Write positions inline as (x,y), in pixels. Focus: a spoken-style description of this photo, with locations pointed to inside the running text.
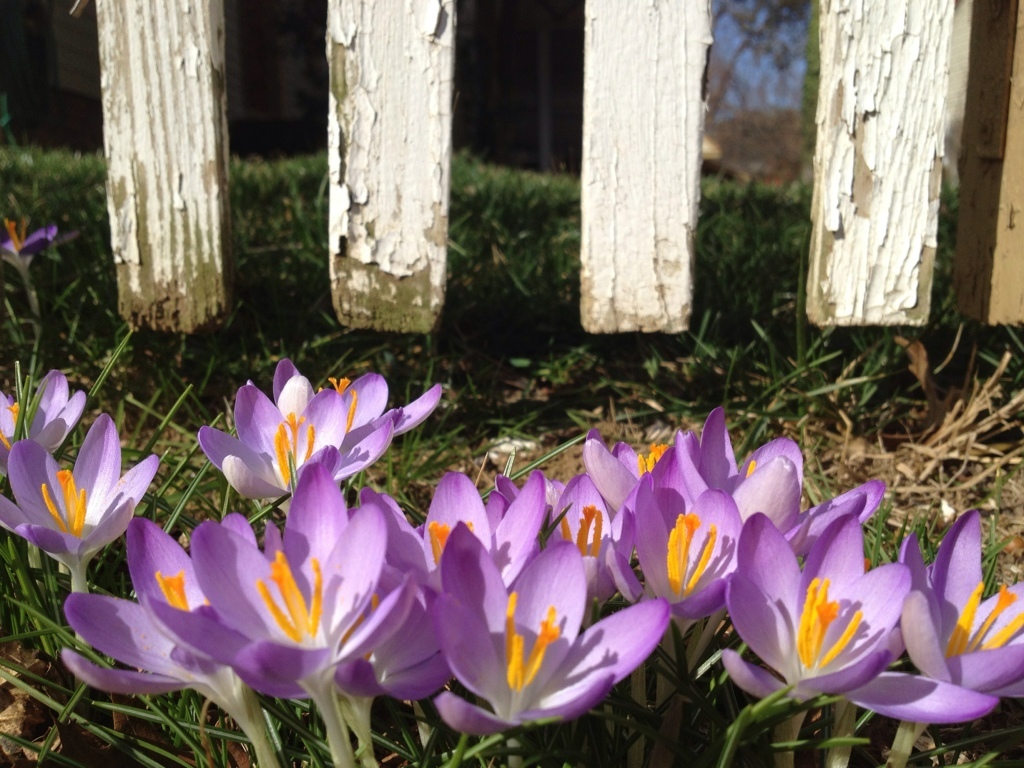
At the bottom of the image (502,607) we can see flowers (429,514) and grass (449,388).
